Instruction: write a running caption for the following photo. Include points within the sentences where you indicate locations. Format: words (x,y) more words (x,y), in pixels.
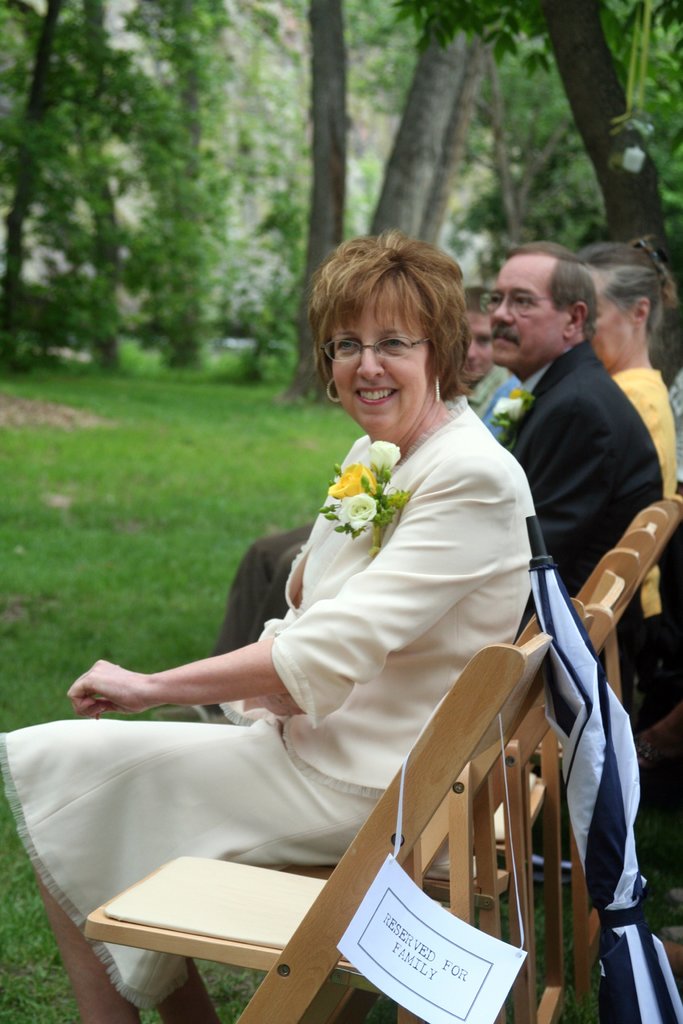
On the background (336,38) we can see trees (198,191). This is a fresh green grass (209,542). Here we can see few persons (509,545) sitting on chairs (509,695). This is an umbrella (609,740) in black and white colour. Here we can see a board (424,944) which is hanged to the chair (424,854).
